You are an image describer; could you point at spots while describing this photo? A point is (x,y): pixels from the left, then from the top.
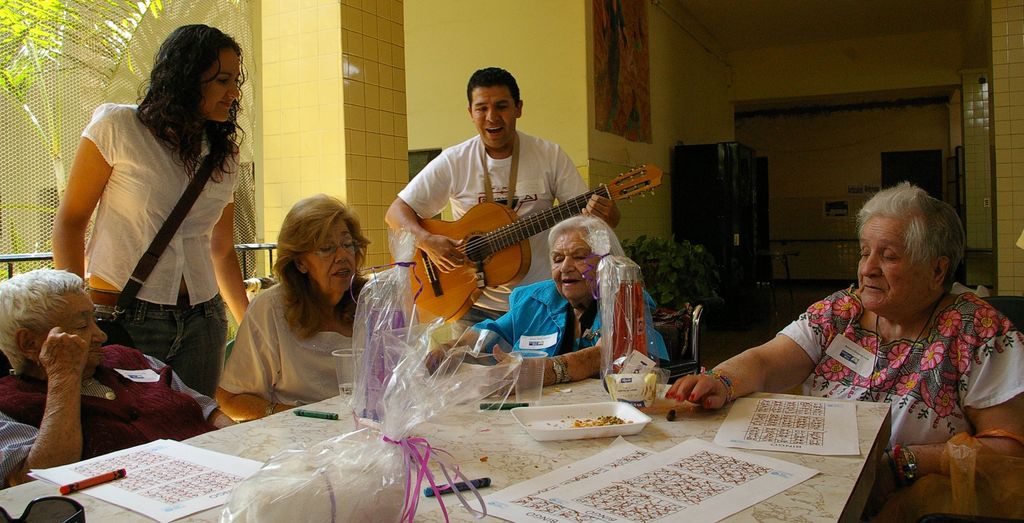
This image is clicked in a house (871,133). There are six members (120,239) in this image. Four are sitting and two are standing. The man (532,192) in the middle (449,292), is standing and playing guitar (449,226). To the left (74,423), the person (64,435) is wearing red color jacket (95,438) and sitting in a chair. To the right (936,393), the woman (861,396) is sitting in a chair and seeing towards the table (648,435). In the middle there is a table (331,427), on which plates (611,412) and papers (578,487) are kept. In the background (431,31), there is a wall photo frame (621,93) and plants (29,47).
